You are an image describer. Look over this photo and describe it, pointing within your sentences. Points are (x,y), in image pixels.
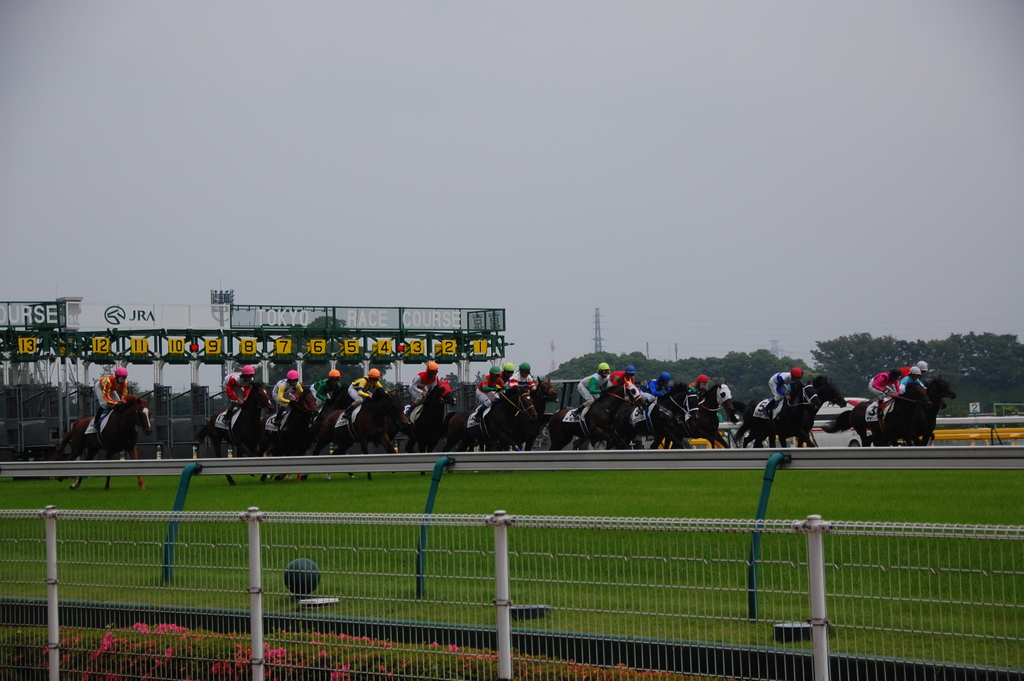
This image consists of few persons (648,390) riding the horses (557,399). At the bottom (583,567), there is green grass (582,548). We can see a fencing (165,568) along with the flowers (230,649). In the background (38,308), there is a starting gate (61,390) on which there are numbers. On the right (826,373), there are trees (883,370). At the top (433,168), there is sky (351,270).
